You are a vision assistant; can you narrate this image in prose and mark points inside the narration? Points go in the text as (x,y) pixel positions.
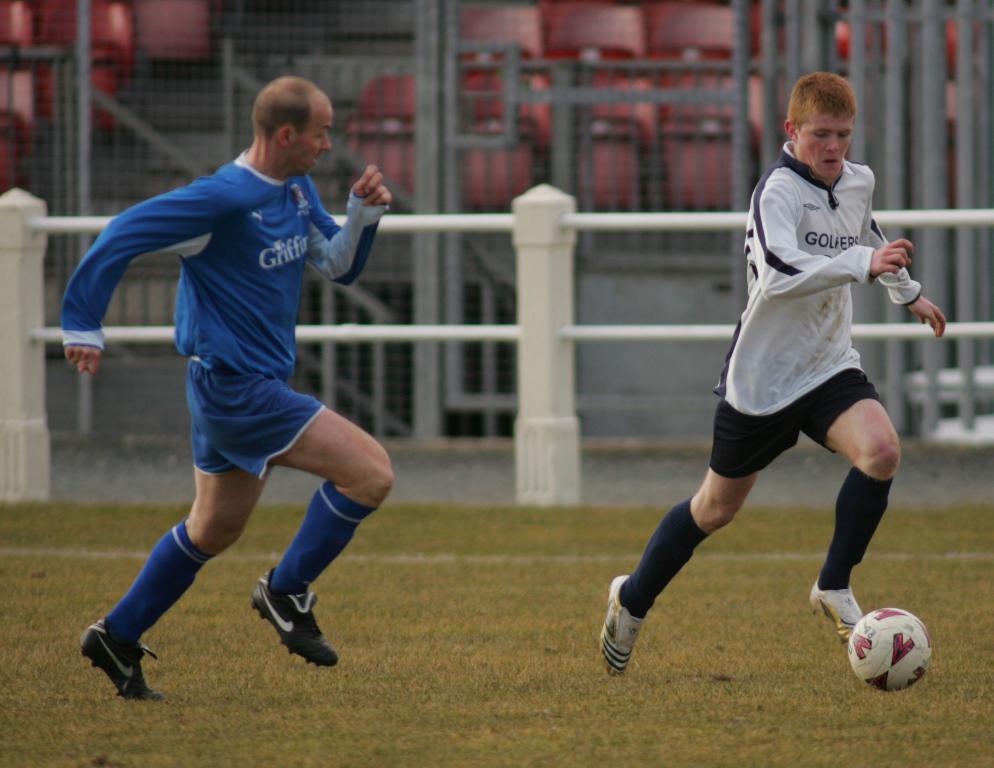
In this image we can see there are two persons (252,328) playing on a ground (386,532). In the background (350,114) there is a fencing (456,100) with a net (476,99).
